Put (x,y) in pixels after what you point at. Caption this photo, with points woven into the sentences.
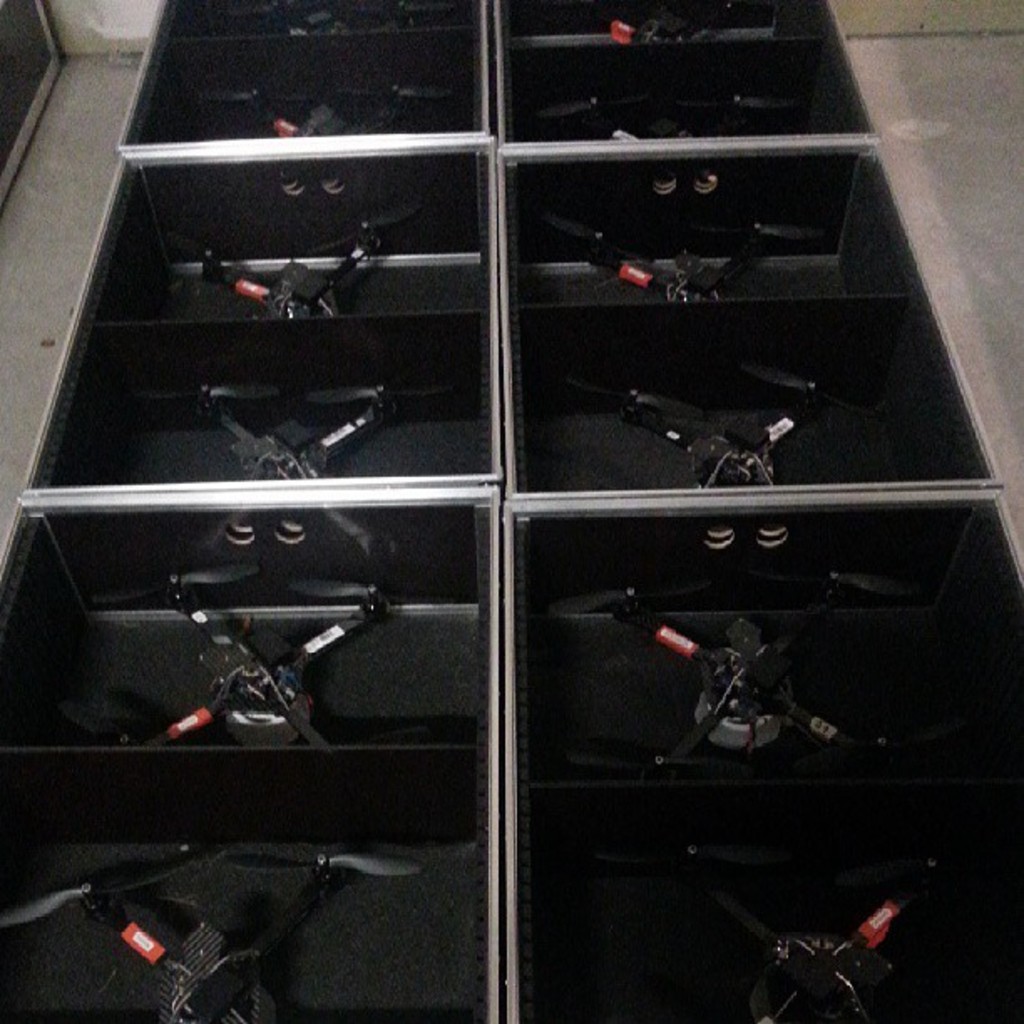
In this image there are some objects (259,457) in the boxes (492,861) which is on the surface (945,264).
